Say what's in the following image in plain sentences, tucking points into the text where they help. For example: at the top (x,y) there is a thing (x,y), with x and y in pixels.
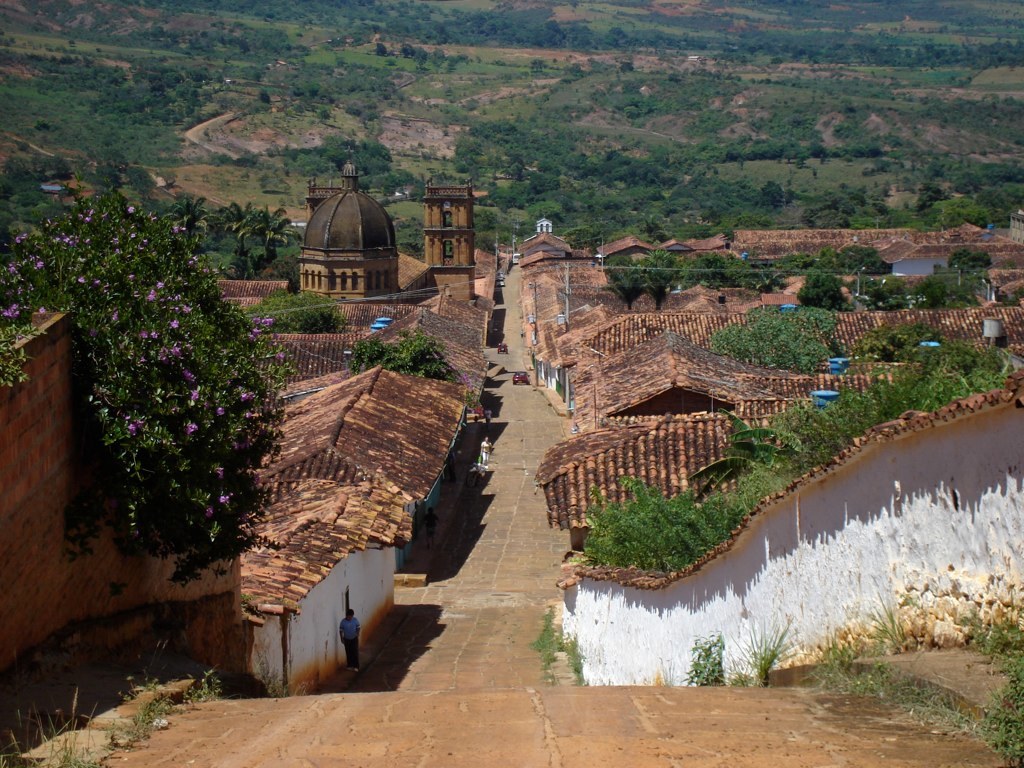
In this image I can see houses (819,248) in white and brown color, few flowers (173,327) in purple color and trees (800,259) in green color.
